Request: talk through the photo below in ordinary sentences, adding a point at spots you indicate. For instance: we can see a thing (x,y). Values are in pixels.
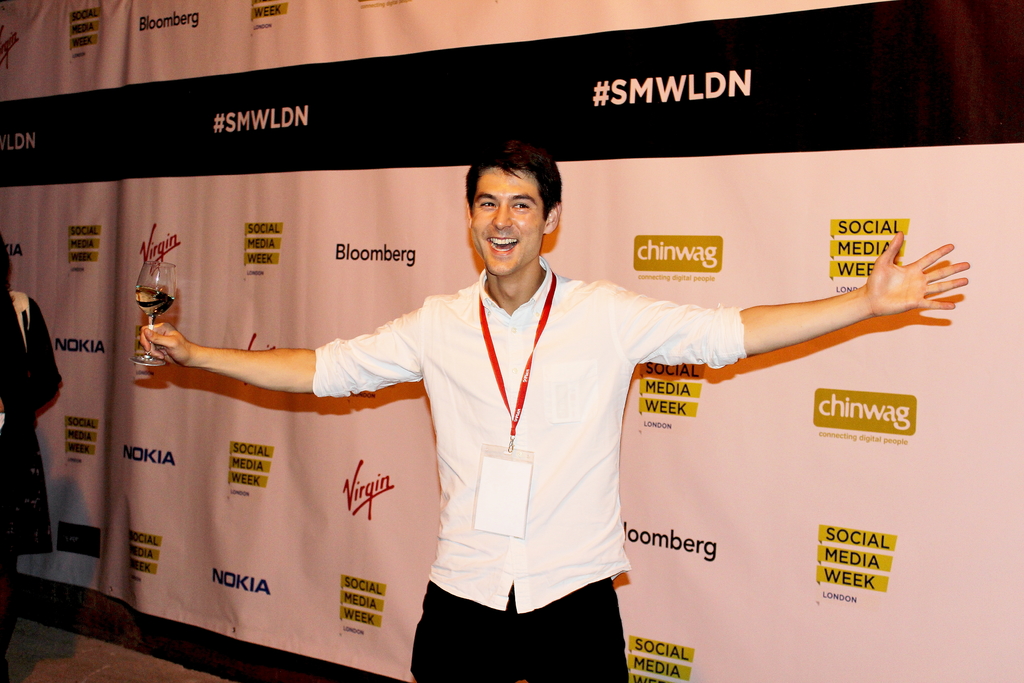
In this image, in the middle (525,393), we can see a man (538,371) wearing a white color shirt (579,349) and holding a wine glass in his hand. On the left side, we can also see a woman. In the background (773,356), we can see a hoarding (388,586) with some text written in it.
